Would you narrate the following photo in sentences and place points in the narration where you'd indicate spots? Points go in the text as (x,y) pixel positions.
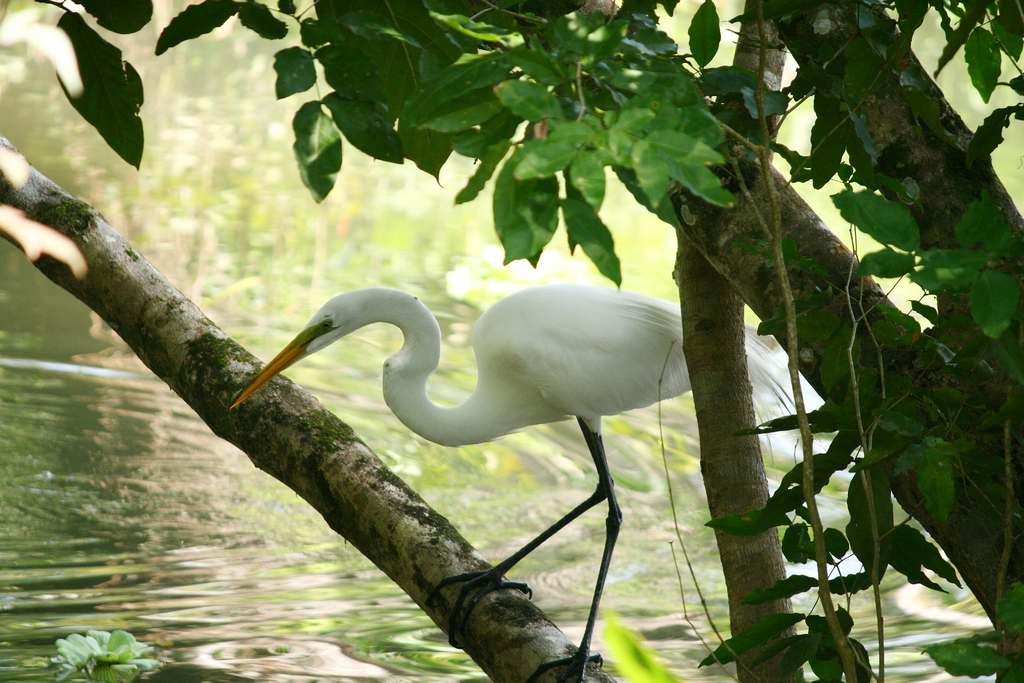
In this picture we can see a crane (558,355) on the tree (782,521), and we can see water (136,500).
